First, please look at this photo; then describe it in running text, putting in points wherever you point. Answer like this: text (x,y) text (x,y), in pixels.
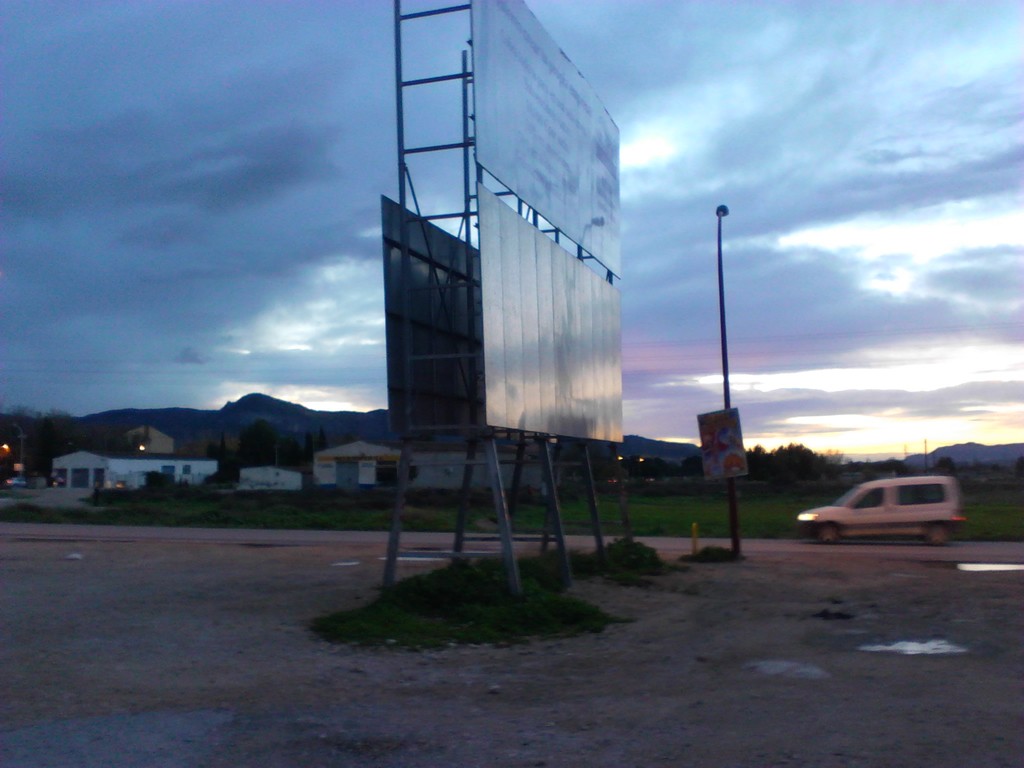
In this picture we can see a steel object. Some grass (518,619) is visible on the ground (823,497). A vehicle (870,484) is visible on the path (208,531). There are few lights (724,299), trees (59,453) and some houses (55,469) in the background (767,470). Sky (457,138) is cloudy.
